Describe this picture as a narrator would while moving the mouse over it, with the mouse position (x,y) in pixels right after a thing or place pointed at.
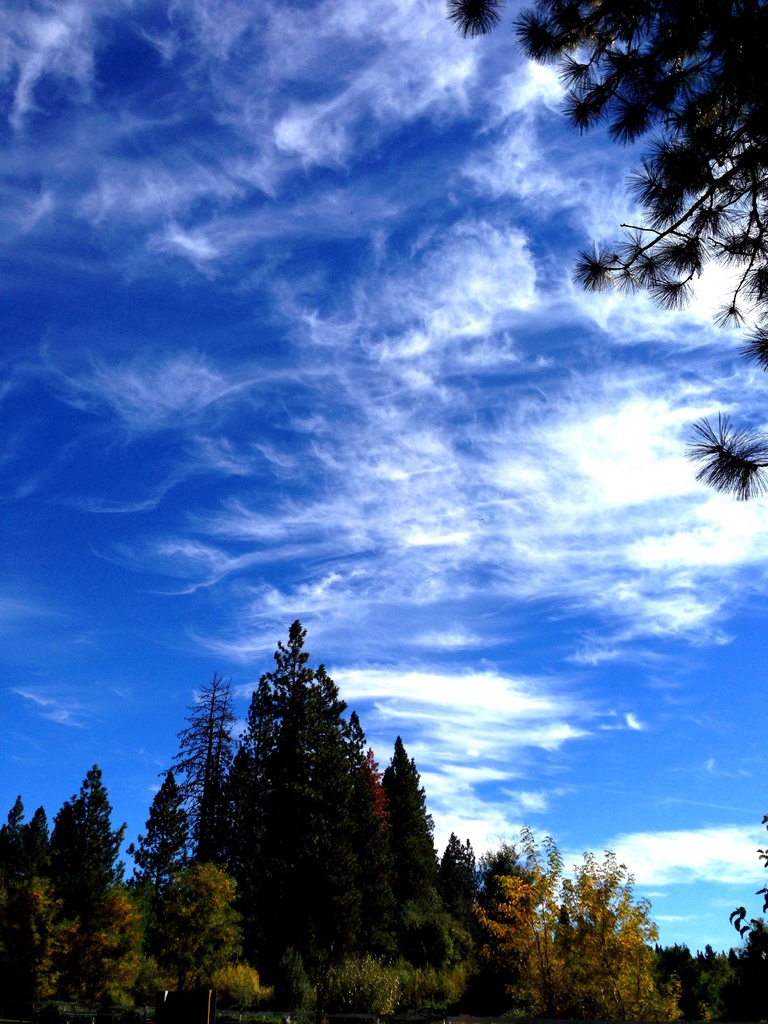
In this picture we can see few trees (195,864) and clouds (402,351).
